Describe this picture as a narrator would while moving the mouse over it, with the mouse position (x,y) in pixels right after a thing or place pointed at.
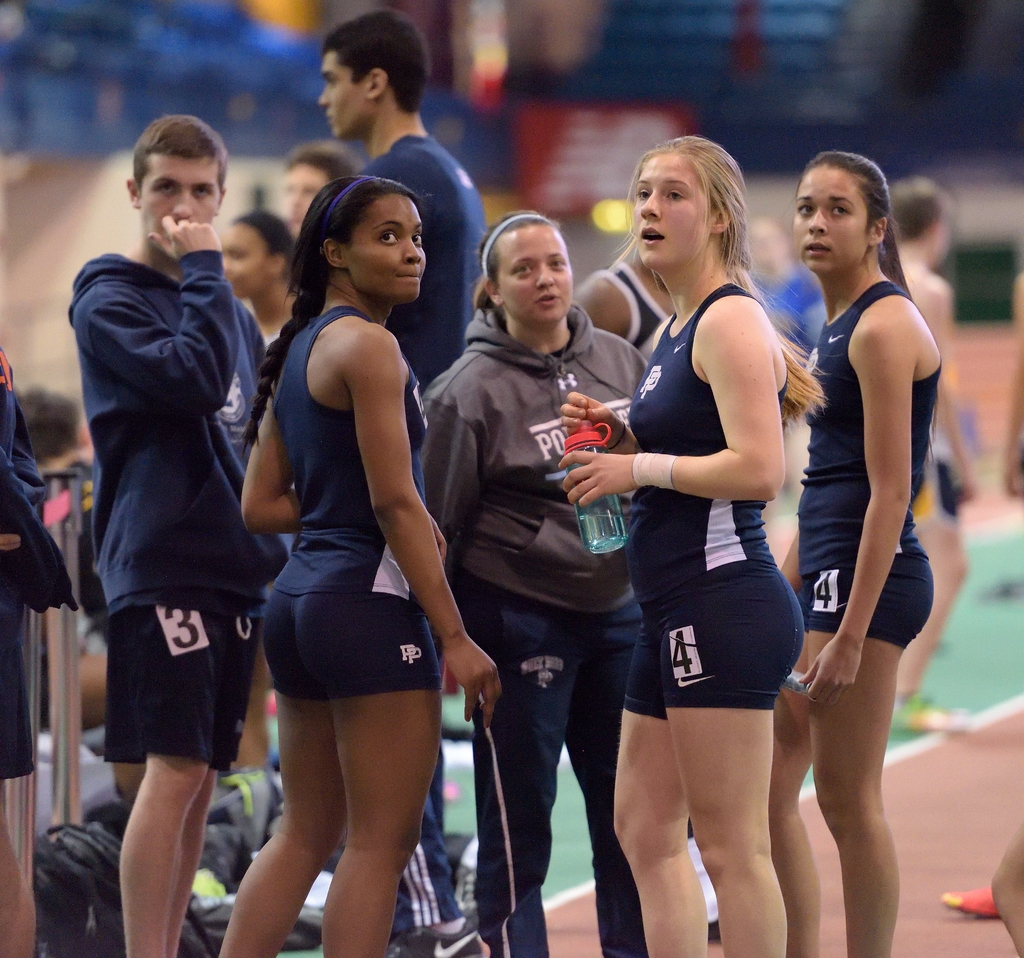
In this picture there are people (656,376), among them there is a woman (656,418) holding a bottle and we can see bags (97,955). In the background of the image (891,111) it is blurry.
